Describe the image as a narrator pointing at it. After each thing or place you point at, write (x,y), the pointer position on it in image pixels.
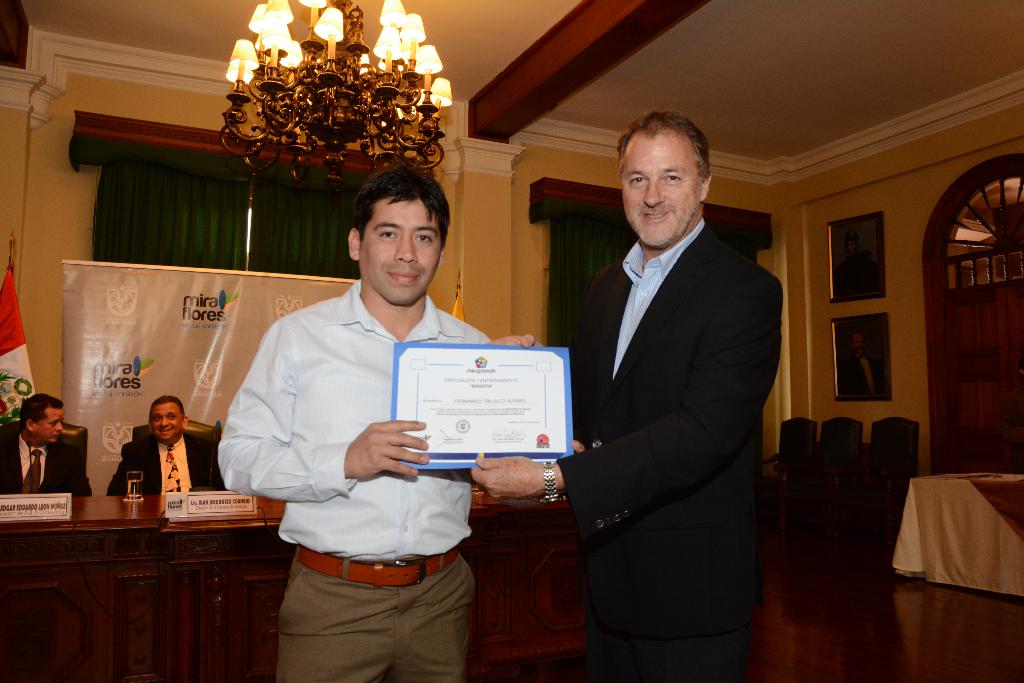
At the foreground of the image (602,419) there are two persons (395,520) who are posing for a photograph holding certificate (454,446) in their hands (400,439) and at the background of the image (41,492) there are some persons (45,455) sitting on the chairs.
